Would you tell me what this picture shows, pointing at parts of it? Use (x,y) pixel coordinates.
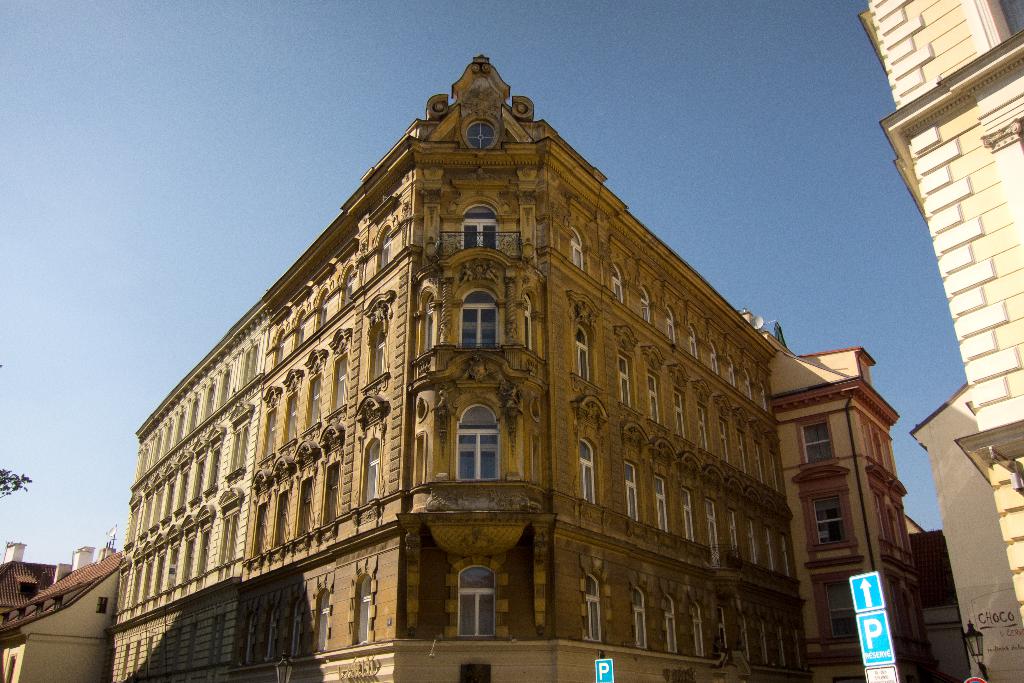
These are the buildings (511,511) with the windows (752,531). At the bottom of the image (880,676), I can see the sign boards (870,662). This looks like a light (965,633). Here is the sky (763,137).
